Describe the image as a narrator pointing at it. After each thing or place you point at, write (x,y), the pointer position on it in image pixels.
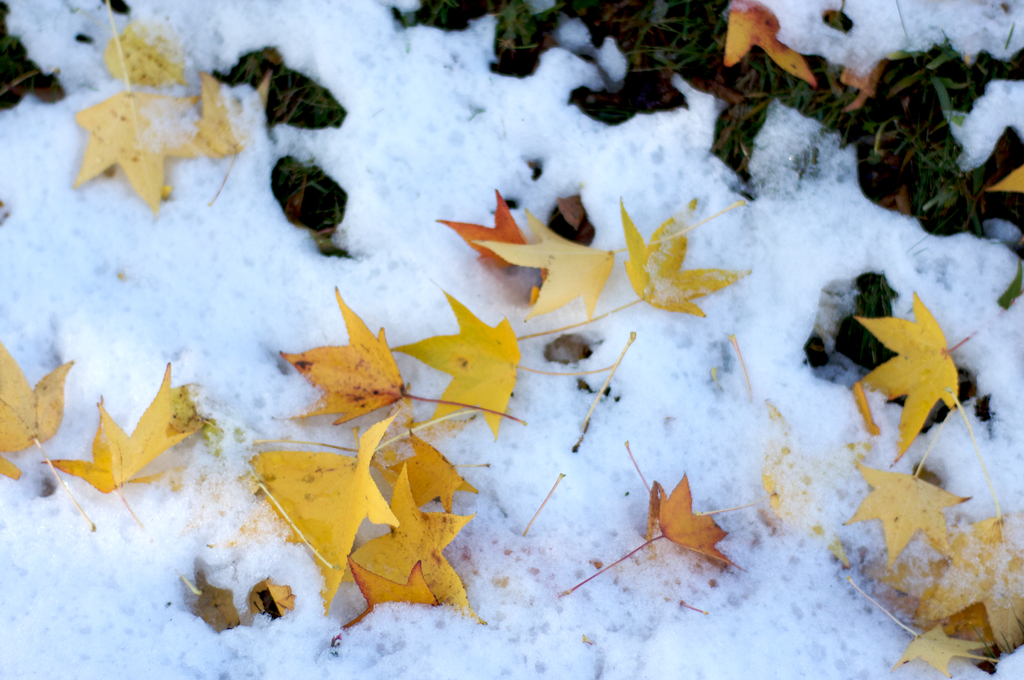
In this image I can see few leaves (462,340) which are yellow and orange in color on the snow (450,279). I can see some grass (719,79) on the ground (886,116).
